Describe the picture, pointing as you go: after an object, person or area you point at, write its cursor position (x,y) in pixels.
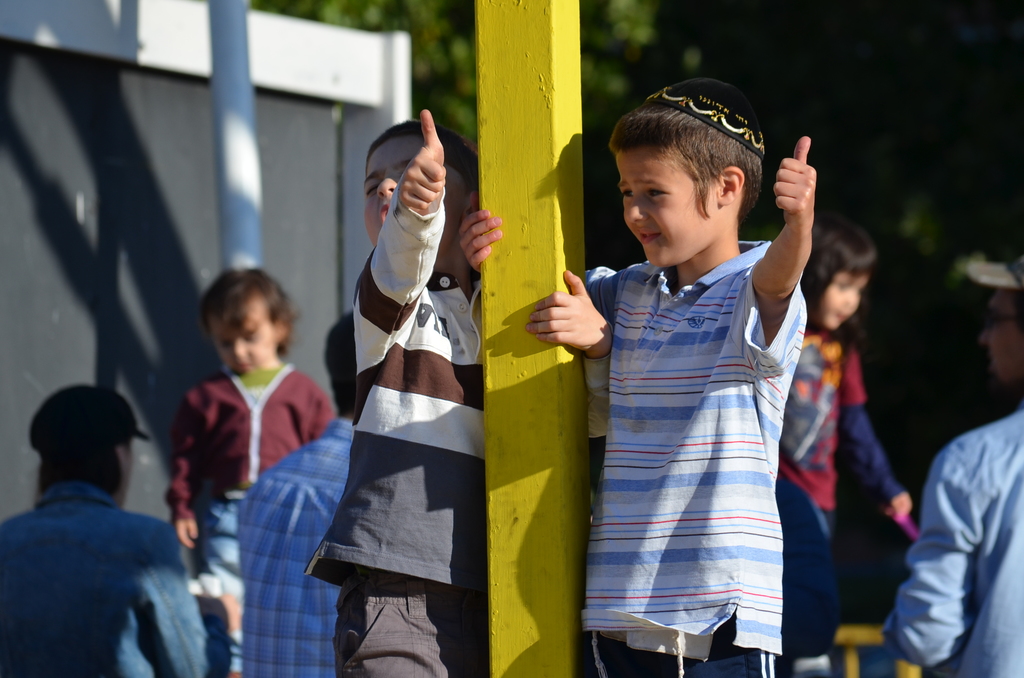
This image consists of many people (607,277). In the front (571,305), we can see two boys (607,439) standing near the pillar (562,519). The pillar (580,424) is made up of wood (549,390). It is in yellow color. In the background (208,485), we can see a wall (219,239) along with a pole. On the right (901,73), there are trees (914,187) and the background (963,124) is blurred.
